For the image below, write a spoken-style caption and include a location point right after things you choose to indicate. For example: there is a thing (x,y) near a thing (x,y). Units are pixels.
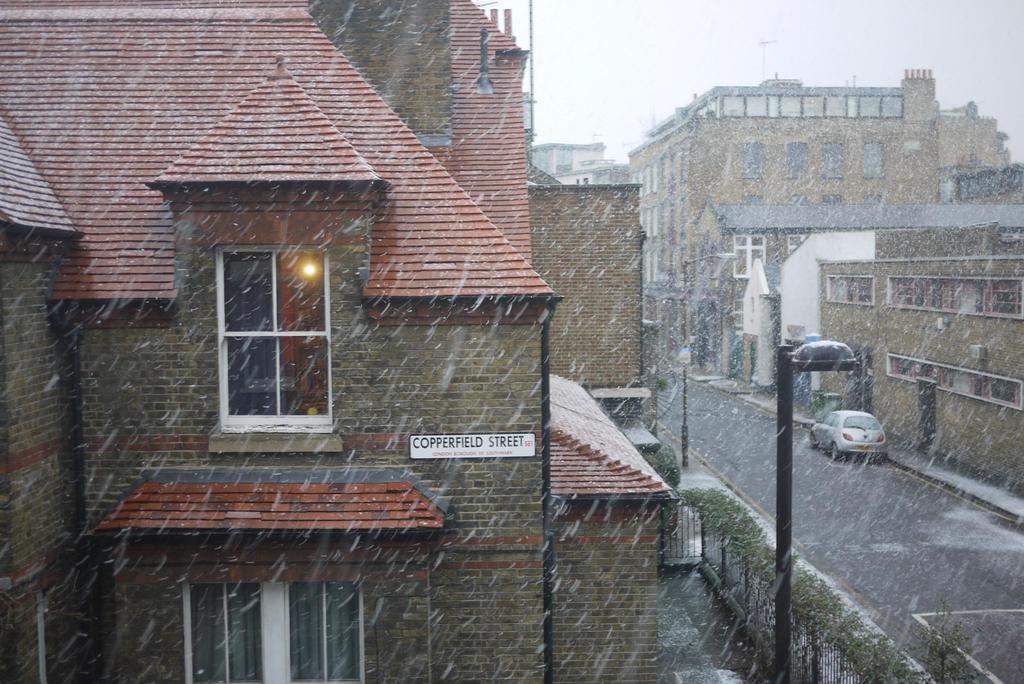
In this image I can see a car (843,451) on the road (926,559). On the left (101,398) and right side (722,134), I can see the buildings (433,311).
